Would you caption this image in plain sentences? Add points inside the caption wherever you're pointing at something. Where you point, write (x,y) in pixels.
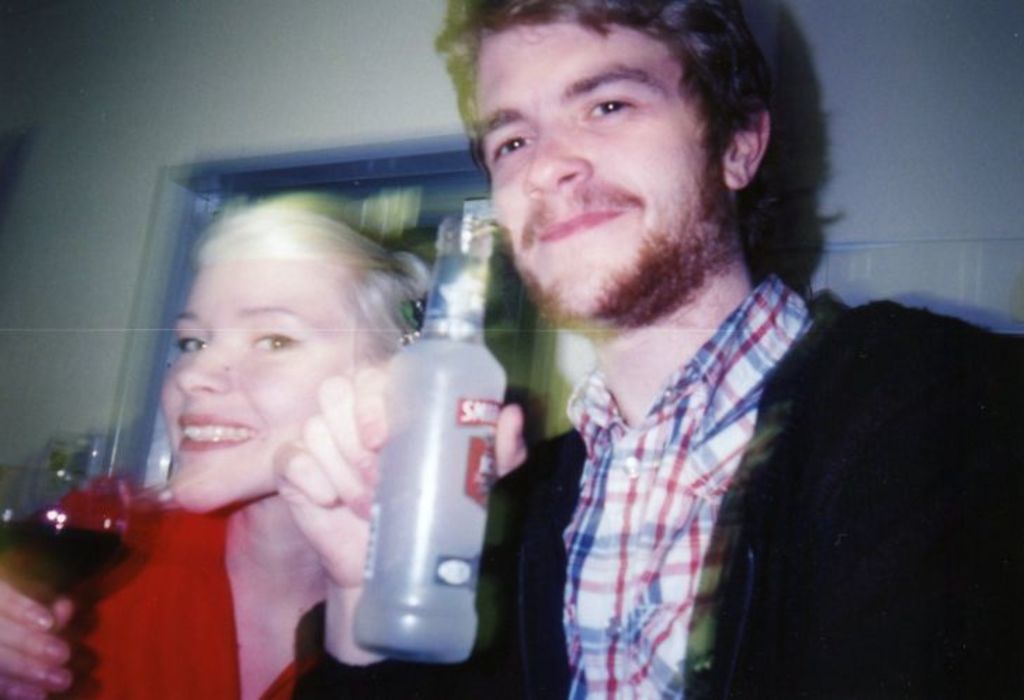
In this picture I can observe a couple (638,317). Both of them are smiling. In the background (268,139) I can observe wall (809,151).
